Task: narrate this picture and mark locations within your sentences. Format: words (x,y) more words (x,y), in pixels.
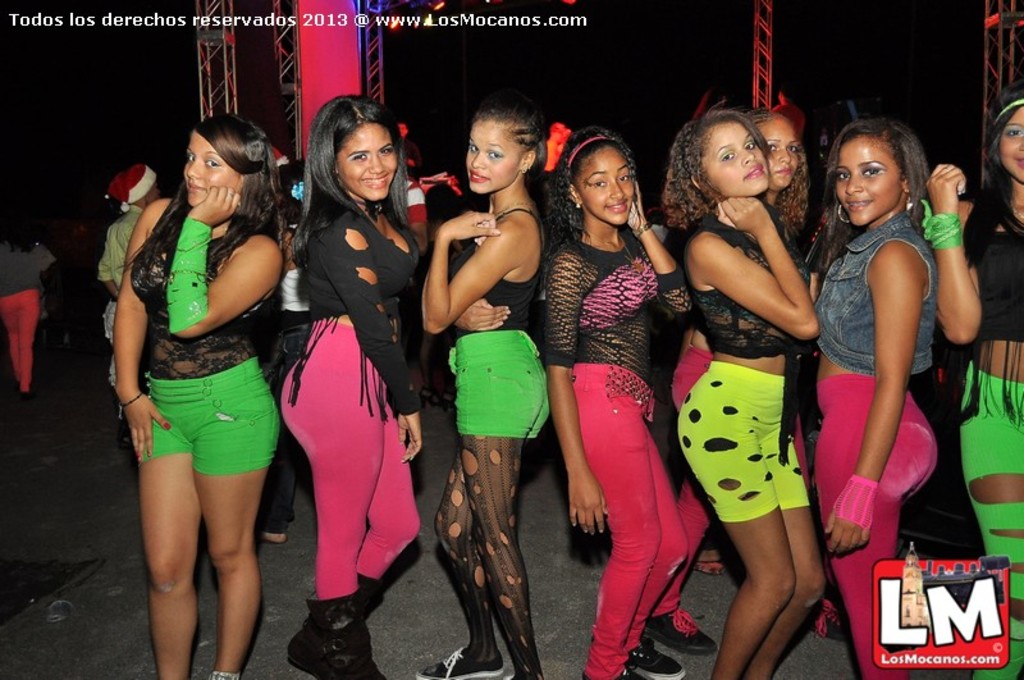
In this image we can see some group of lady persons (515,417) standing and posing for a photograph and in the background of the image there are some iron rods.
